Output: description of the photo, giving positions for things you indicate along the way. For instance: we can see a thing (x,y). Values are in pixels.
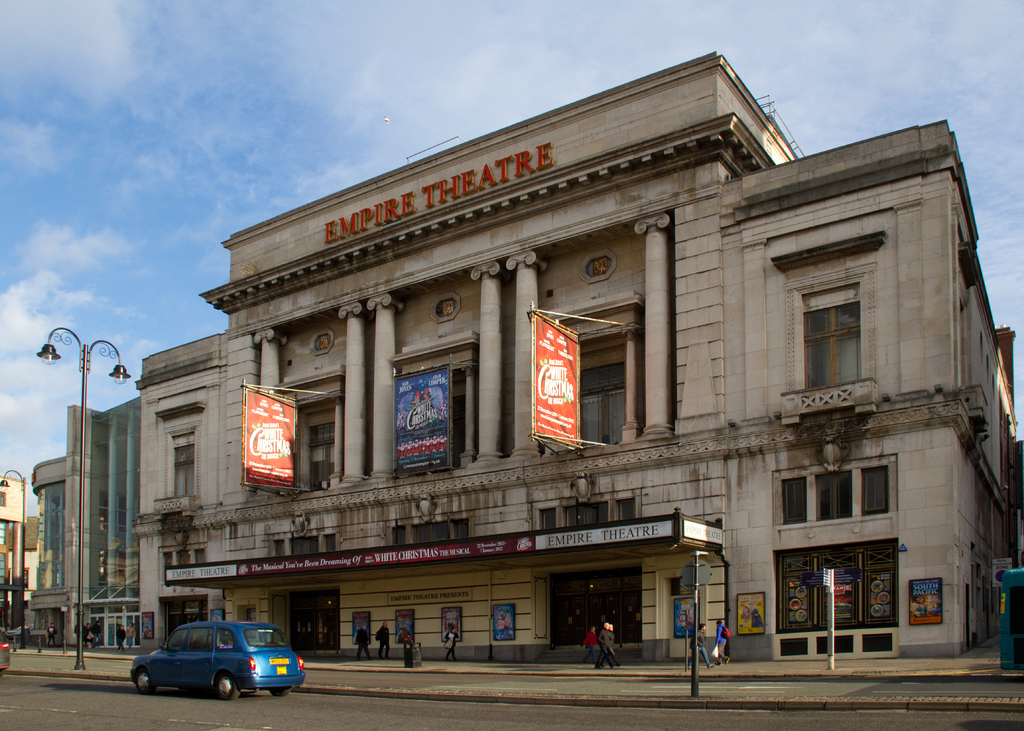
In this image, there are a few people (597,629), buildings (540,587), poles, vehicles (176,666) and some boards (848,594) with text (432,192) and images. We can see the ground (373,728) with some objects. We can also see the sky (460,59) with some clouds (462,77). We can also see an object (1018,586) on the right (1003,616).
